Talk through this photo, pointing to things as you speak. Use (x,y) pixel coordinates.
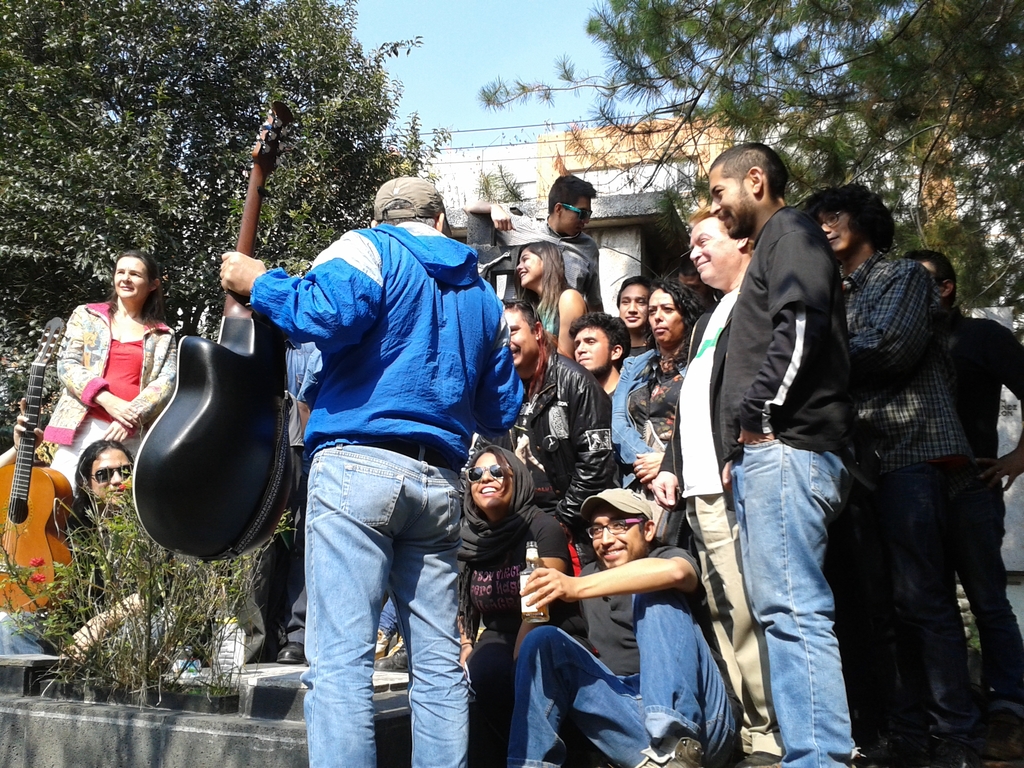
A person (386,328) wearing a blue shirt (383,358) is holding a guitar (233,410). In the back (633,419) there are people (582,382) standing and sitting. In the front (597,624) a person (540,653) sitting wearing goggles (624,521) holding a bottle (531,565). In the left side (154,641) there is a plant (156,655). Also behind that another person (76,489) is holding a guitar (42,496). In the background (211,153) there are trees (827,126) and building (647,174).
